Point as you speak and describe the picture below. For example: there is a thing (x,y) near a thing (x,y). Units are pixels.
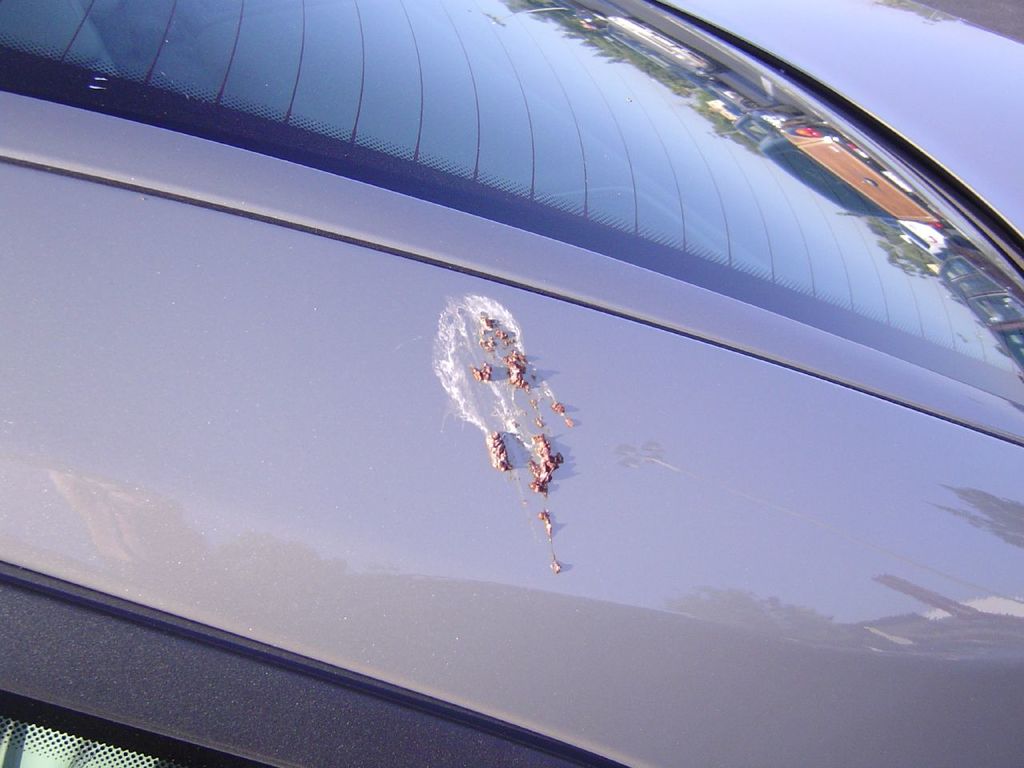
In this image we can see a part (546,193) of the vehicle (421,359) and we can see the reflection (940,283) of few trees (901,244) and vehicles (972,300) on the mirror (764,112).
